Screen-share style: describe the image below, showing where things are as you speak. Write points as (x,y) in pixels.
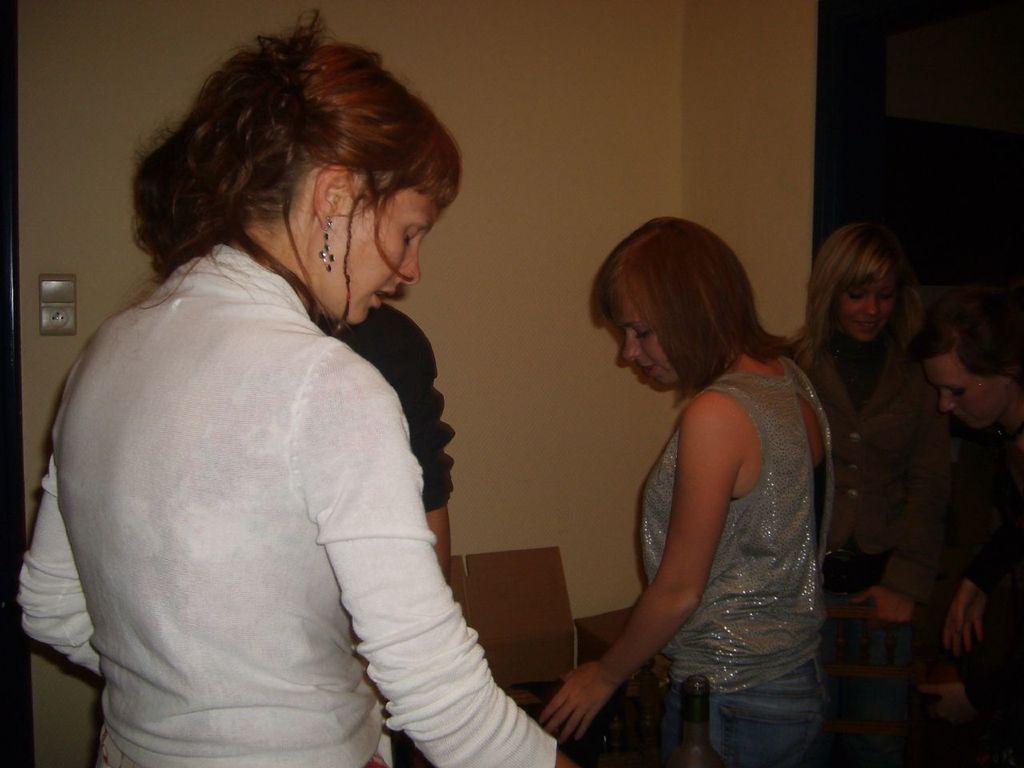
In this picture we can see a group of people (246,595) and in the background (446,353) we can see a wall (582,207), switch board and some objects (710,765).
